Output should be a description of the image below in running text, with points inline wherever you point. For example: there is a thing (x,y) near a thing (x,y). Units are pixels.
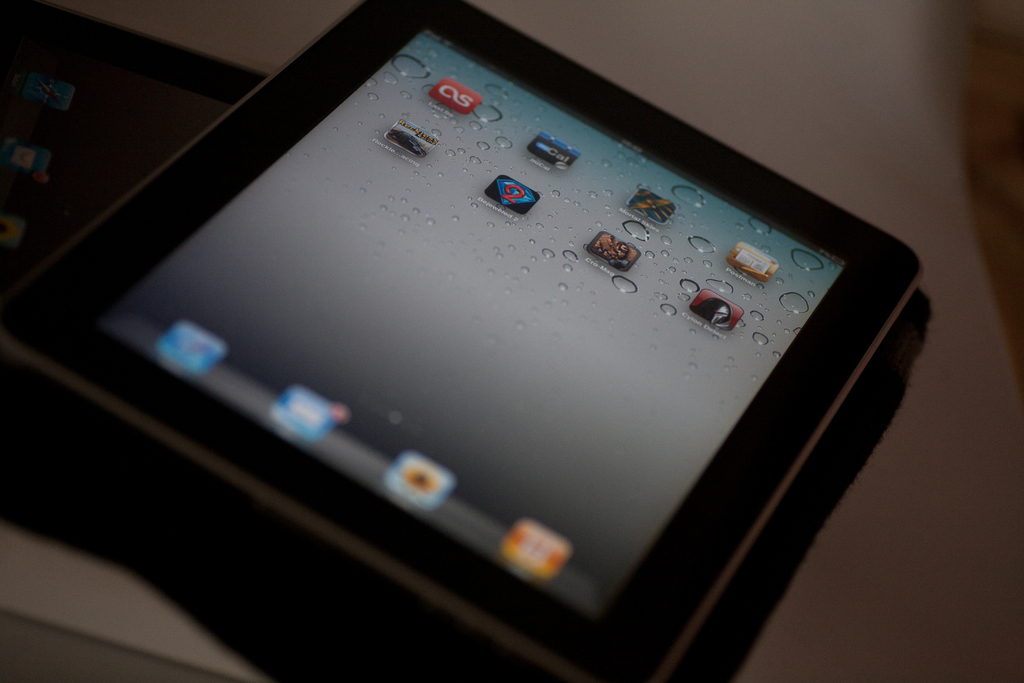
In this image there are two tablets (325,214) kept one upon the other. On the screen (372,258) few app icons (674,200) are visible. Tablets (430,11) are kept on the table (850,41).
